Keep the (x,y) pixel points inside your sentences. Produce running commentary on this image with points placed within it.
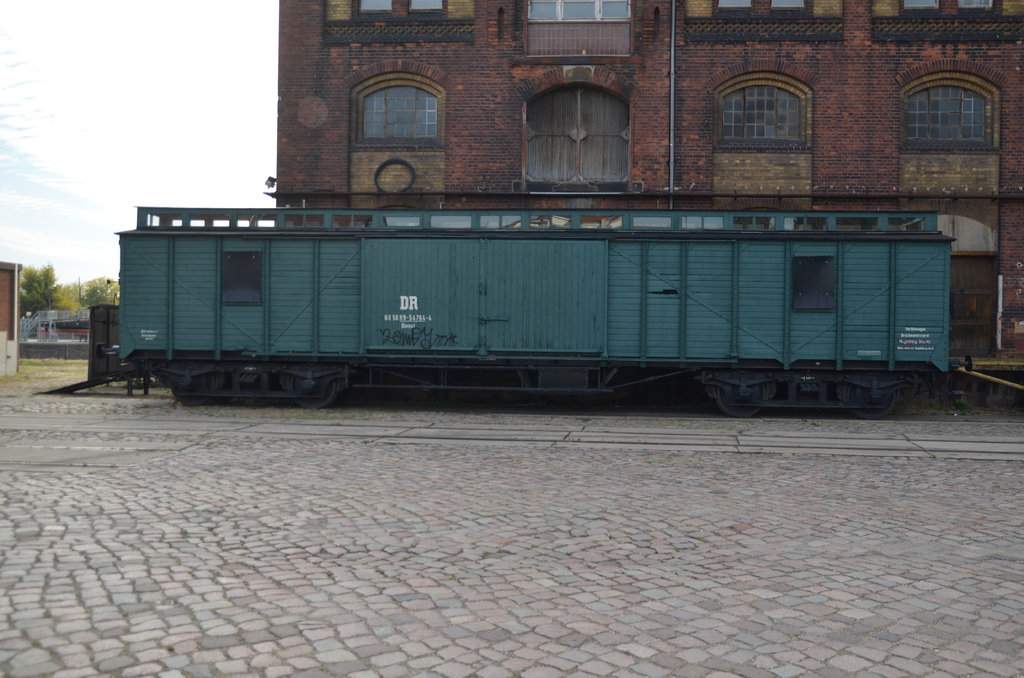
In this image there is a train wagon (581,326) on the floor (541,402). In the background (575,93) there is a building (523,126) with the windows (753,116). On the left side (74,292) there are trees (51,293) in the background (62,302). At the top (51,74) there is sky (66,90).
